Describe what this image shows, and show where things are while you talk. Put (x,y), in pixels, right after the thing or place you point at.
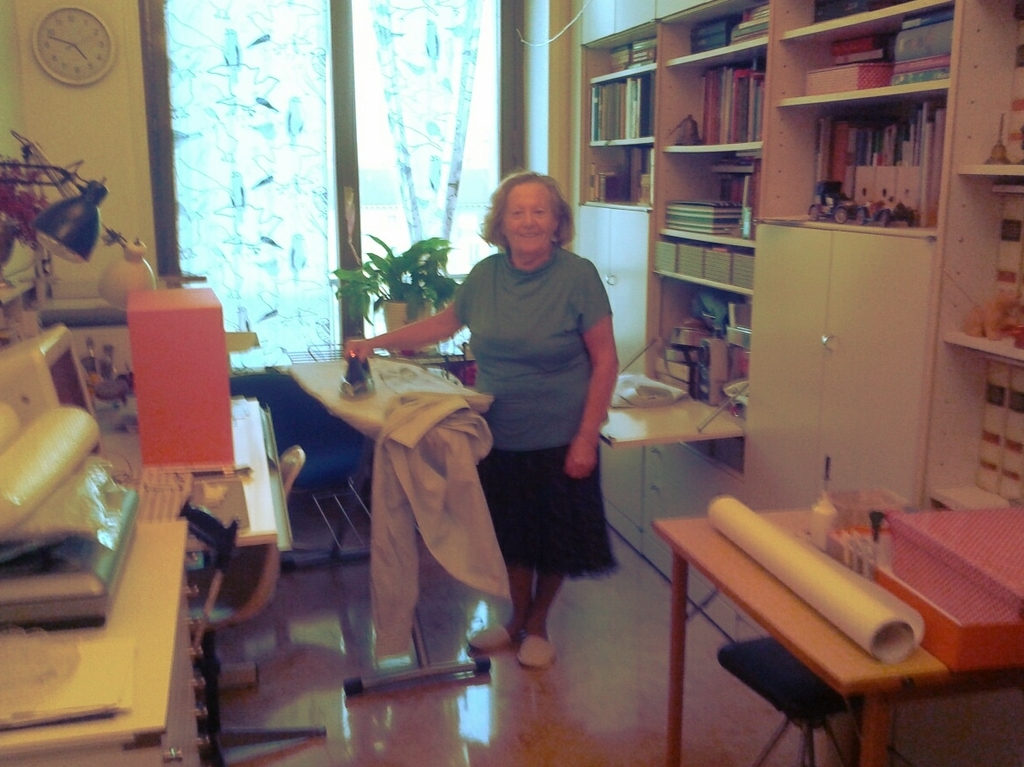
In this image i can see a woman (491,377) standing and holding a iron box (359,391) in her hand (357,344). I can see a table (773,590) on which there are few objects (833,587) on the right side (816,568), and in the background (87,107) i can see a monitor (56,384), a keyboard (170,492), a light (96,220), a cloth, the wall (71,119), window (345,87), curtains (284,126), bookshelves (779,125) and a cabinet (833,332).
